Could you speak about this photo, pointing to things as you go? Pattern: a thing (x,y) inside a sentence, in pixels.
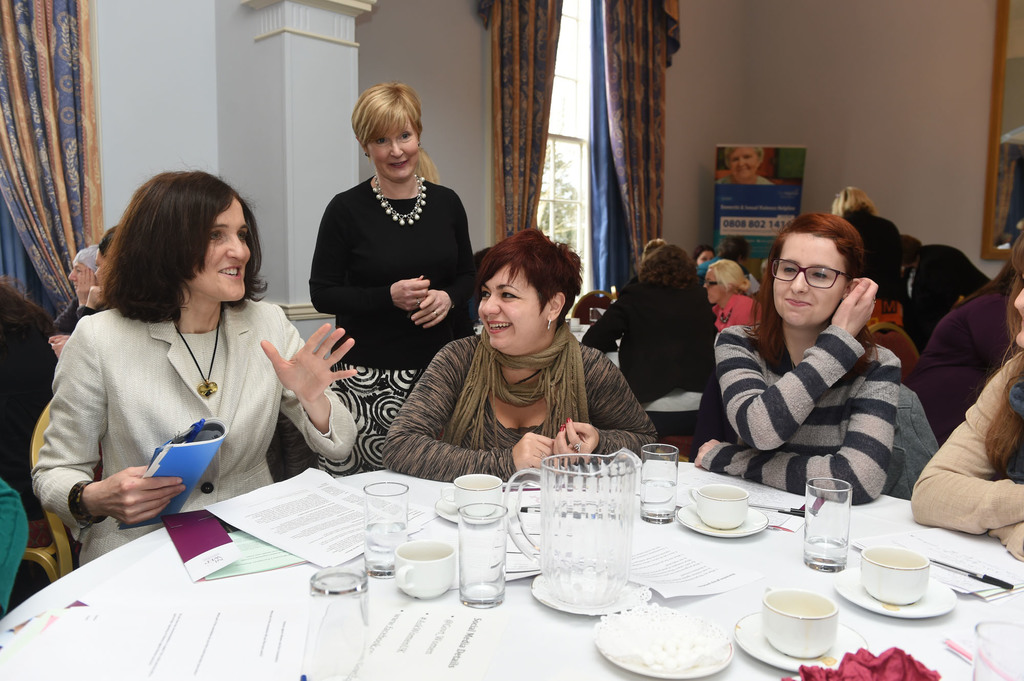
In the image we can see there are people (866,379) who are sitting and in front of them there is a table (242,589) on which there are papers (263,604), jug (567,486), glasses (477,592) and cup (436,593).
